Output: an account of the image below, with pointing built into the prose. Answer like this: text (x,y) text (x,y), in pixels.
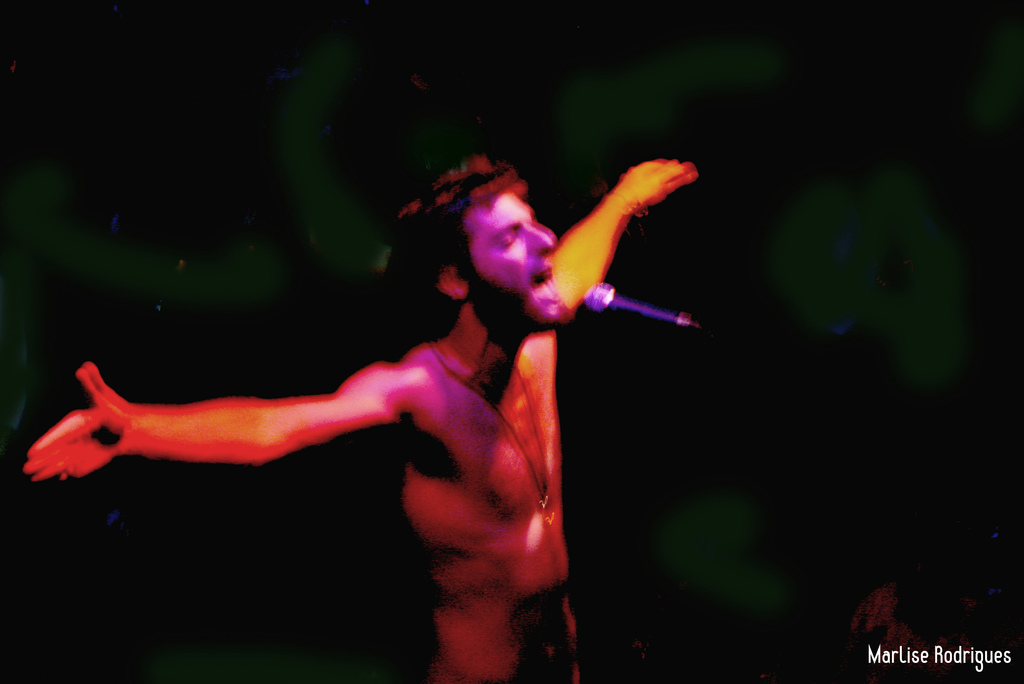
In this image I can see the person (402,378) is standing. I can see the mic (595,299) and the background (603,509) is in black and green color.
